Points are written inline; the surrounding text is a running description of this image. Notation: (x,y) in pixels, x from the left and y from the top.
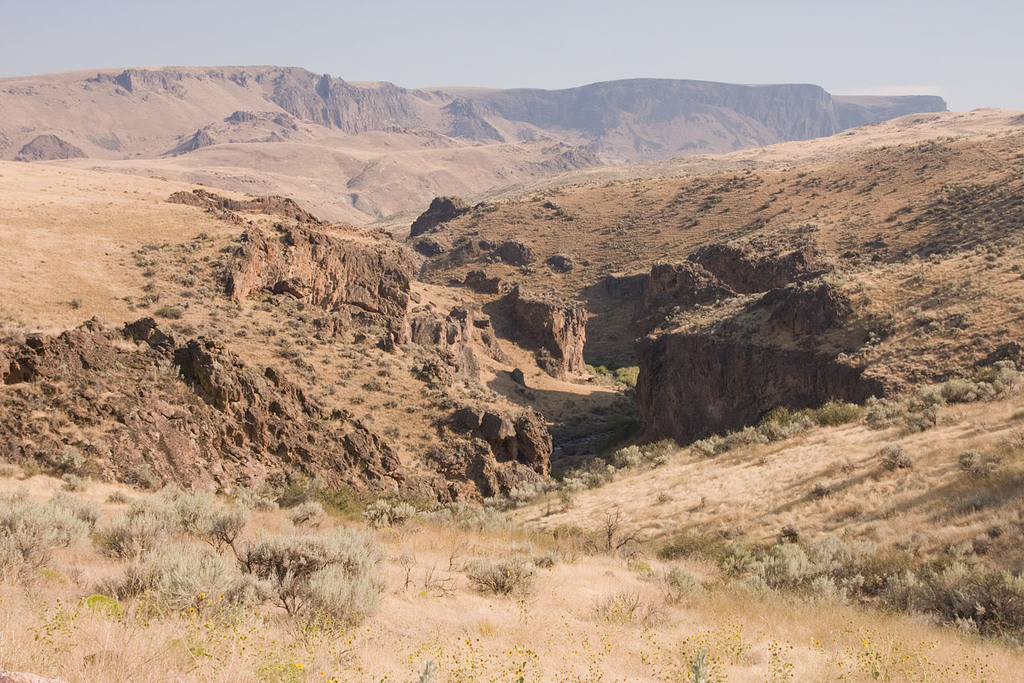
In this image I can see grass (543,509), plants (308,492), mountains (294,139) and the sky (425,68). This image is taken may be in a desert land (988,323).
